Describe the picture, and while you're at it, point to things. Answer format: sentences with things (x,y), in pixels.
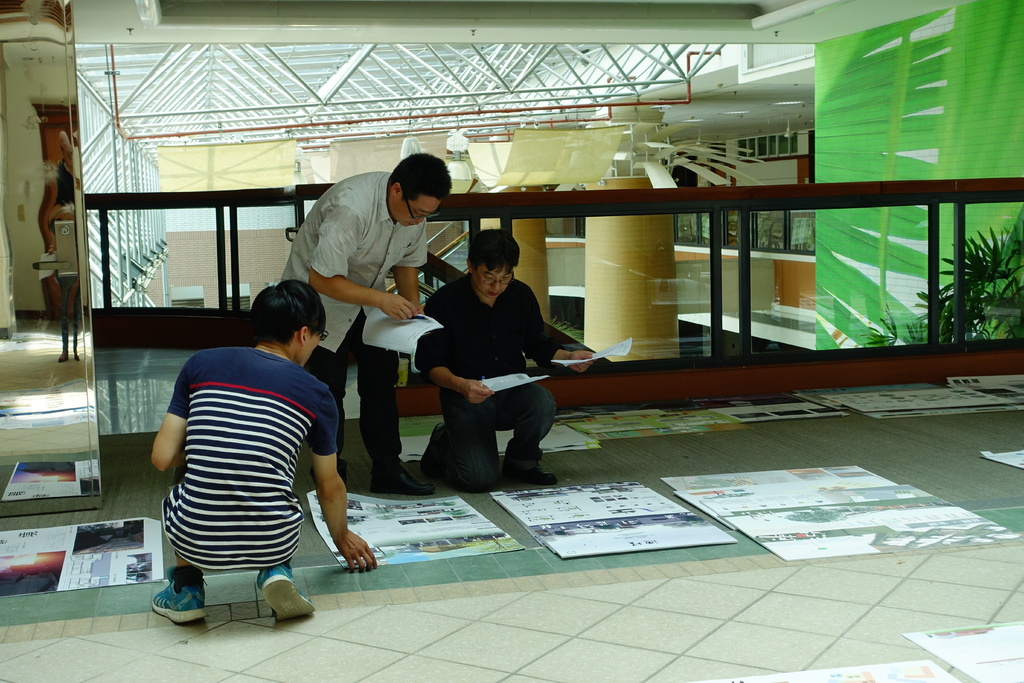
In this picture we can observe three men (353,324), two of them holding some papers (511,387) in their hands (474,396). There are some charts (586,522) on the floor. We can observe a railing (625,211) behind them. There are yellow colored pillars (603,276). On the right side (993,266) we can observe plants (979,295).
